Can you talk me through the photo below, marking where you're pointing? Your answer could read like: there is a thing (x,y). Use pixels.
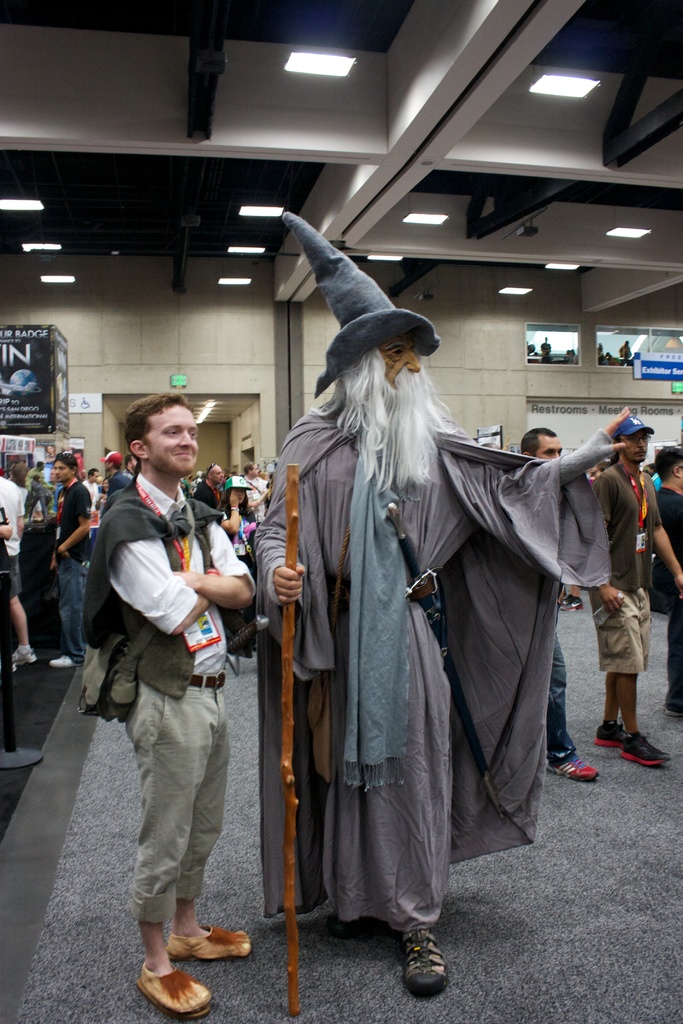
In this picture we can see a group of people (533,672) standing on the floor (578,825), pole (1,567), stick (293,564), posters (9,392), name board (640,378), some objects (37,579) and in the background (471,357) we can see the wall (496,353), ceiling (430,187), lights (335,67).
